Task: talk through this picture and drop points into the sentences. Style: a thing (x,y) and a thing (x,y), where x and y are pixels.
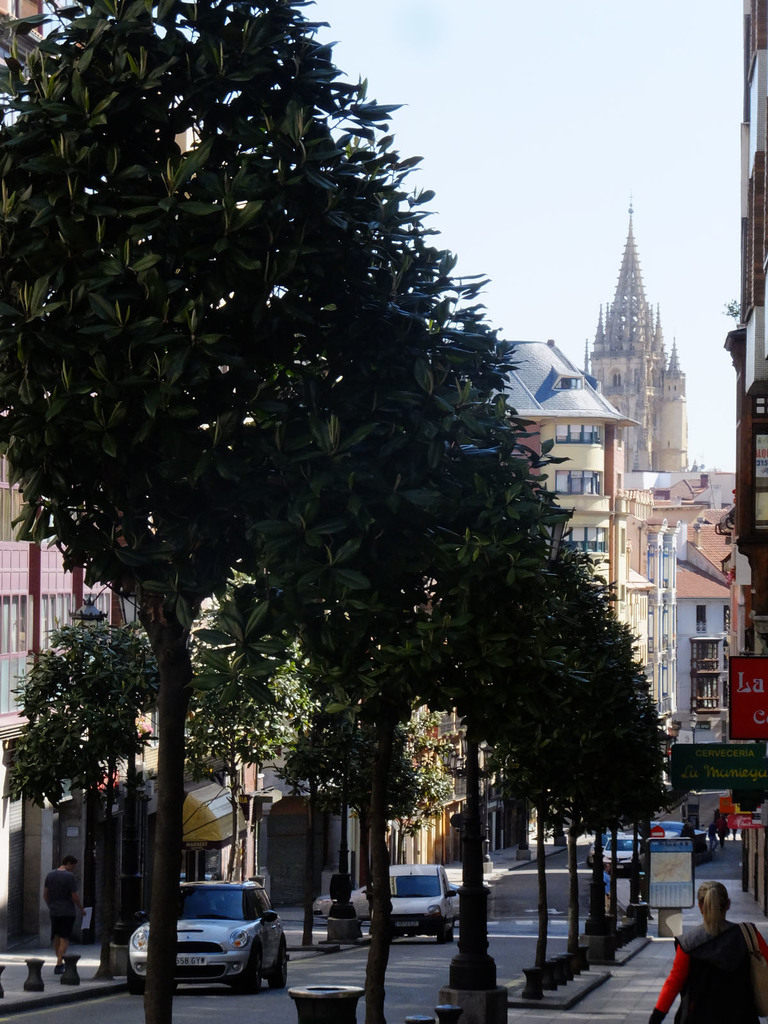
In this picture there are people (64,930), among them one person (713,1006) carrying a bag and we can see trees (25,800), boards (684,864), light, vehicles (188,911) on the road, buildings (722,734) and objects (604,942). In the background of the image (673,153) we can see the sky (673,153).
